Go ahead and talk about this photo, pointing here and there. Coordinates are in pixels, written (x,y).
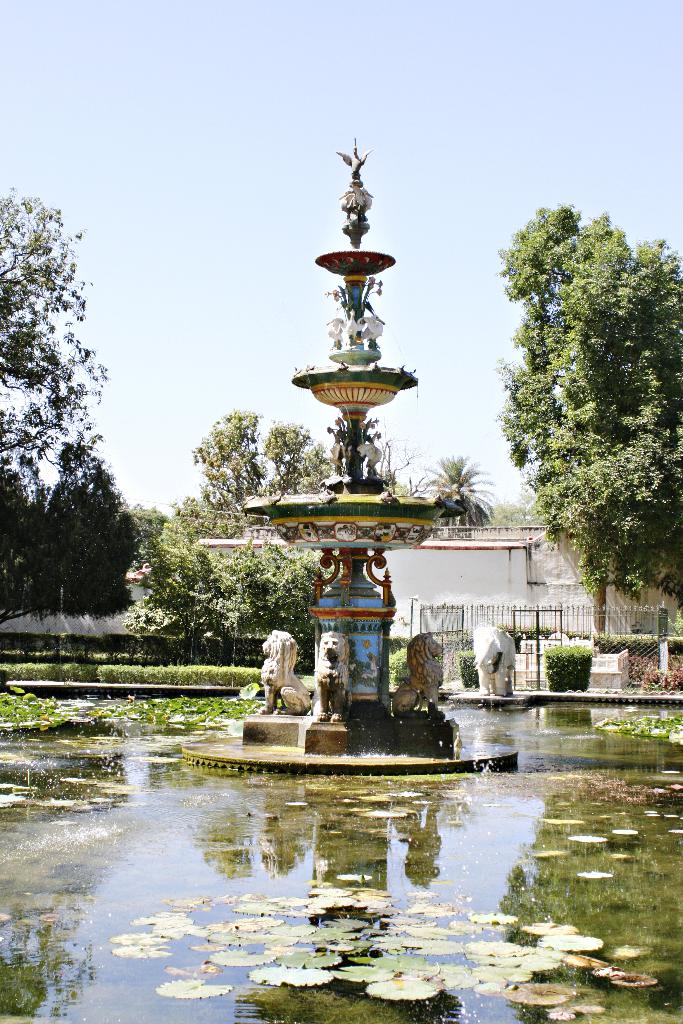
At the bottom of the image (328,958) there is water (509,903) with leaves (37,707) and in the middle of water (463,749) there is a fountain (374,668) with lions statue (340,660) and few other sculptures (344,210). In the background (37,541) there are bushes (458,670), fencing (609,629), trees (292,570) and also there is a house (456,569) with walls (444,570). At the top of the image (92,310) there is a sky (406,215).
